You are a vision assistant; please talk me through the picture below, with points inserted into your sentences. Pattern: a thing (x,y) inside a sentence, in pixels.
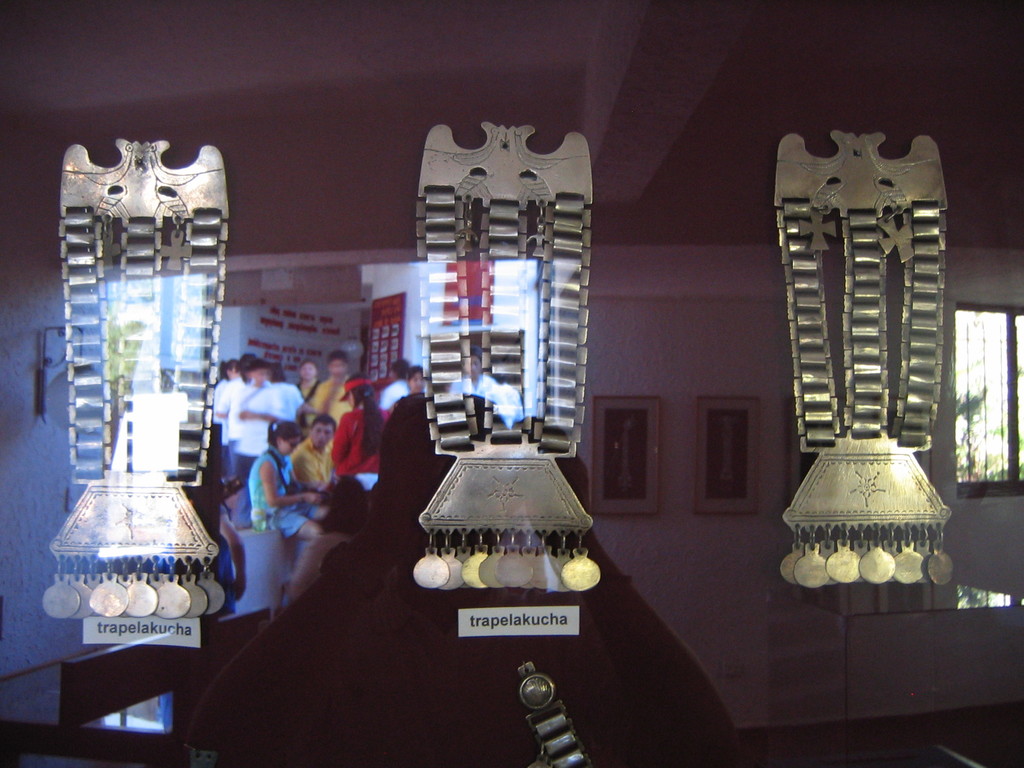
In the picture we can see a museum (511,730) with some things (542,726) kept in the glasses (681,711) and in the background (678,569), we can see a wall (712,606) with photo frames (611,508) and besides we can see some people (289,521) are sitting and some are standing.
